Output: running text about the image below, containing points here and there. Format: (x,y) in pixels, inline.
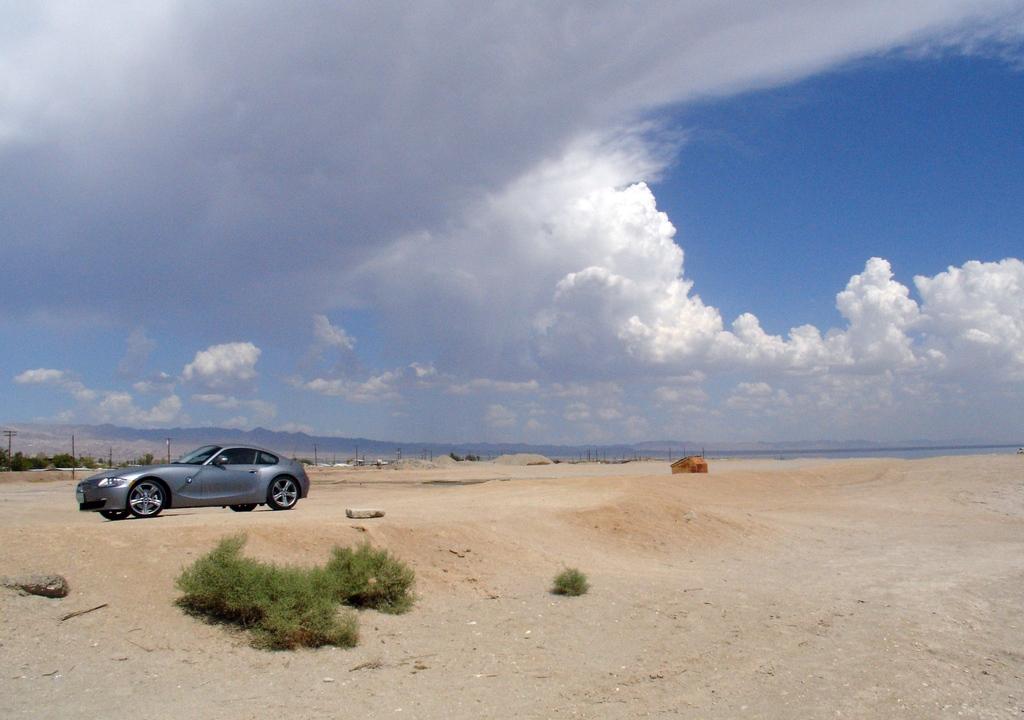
In this picture I can see few plants (339,563) and a car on the left side (245,572). In the middle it looks like a hut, at the top (678,86) there is the sky (600,303).
